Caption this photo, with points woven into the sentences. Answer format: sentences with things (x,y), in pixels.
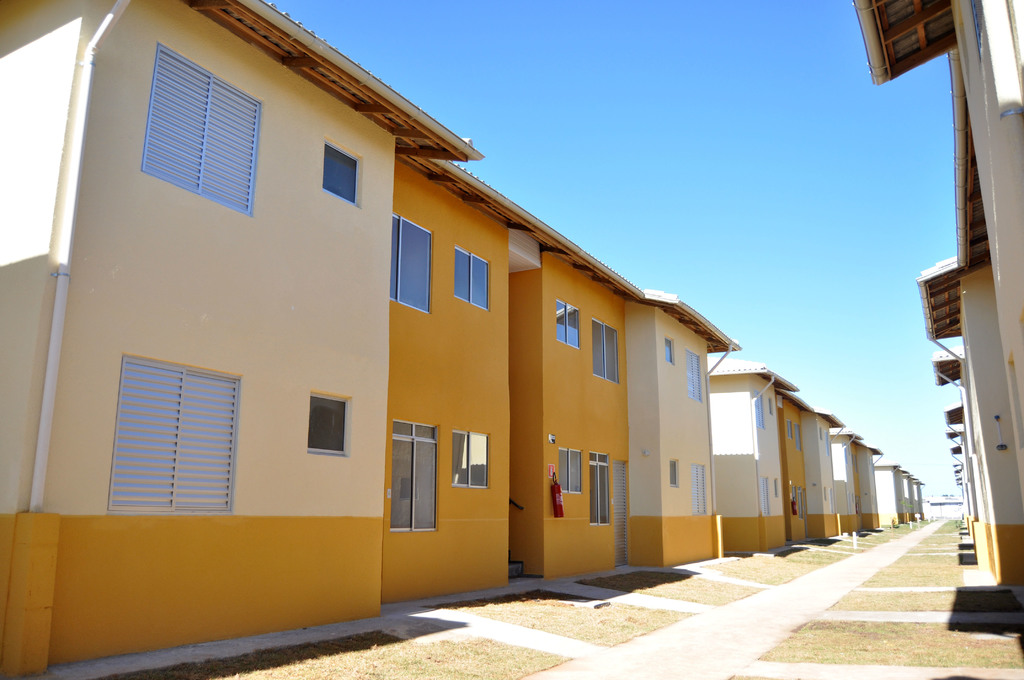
In this picture we can see houses (474,404) with windows (465,454) and a fire extinguishers (554,494) attached to it and in between the houses (788,413) there is a path (672,650) and above the houses (446,447) we have sky (832,145) and for this houses (962,368) we have sun shades (933,304), pipes (37,479).
